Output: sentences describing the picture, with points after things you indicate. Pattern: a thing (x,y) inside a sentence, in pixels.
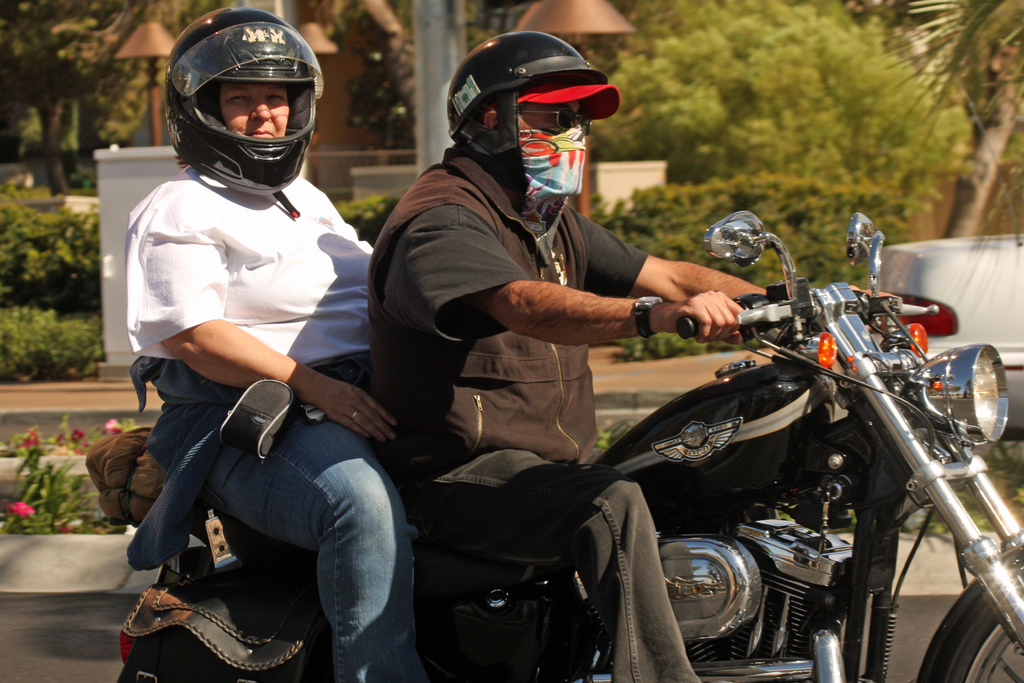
In this picture two persons (250,148) sitting on the bike (988,495) are riding on the road (76,675). Person (410,678) at the back side (362,480) is wearing a white shirt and jeans (377,480). Person (511,406) riding the bike (535,668) is wearing a helmet (493,90), goggles (568,109), mask (542,193) and watch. Background (758,21) there are few trees (756,48). On the pavement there are few plants (1004,448).
